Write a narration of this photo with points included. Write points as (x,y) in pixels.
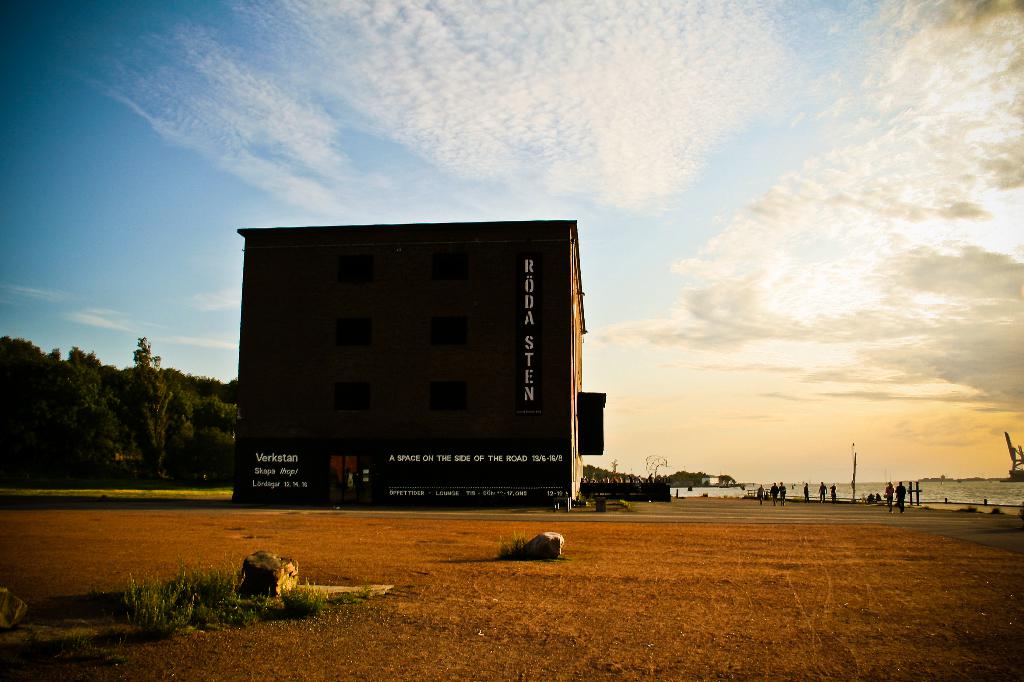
In this image I can see grass (399,641), a building (364,481), number of trees (128,472), clouds (985,67), the sky (52,198) and over there I can see few people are standing. I can also see something is written over here.
